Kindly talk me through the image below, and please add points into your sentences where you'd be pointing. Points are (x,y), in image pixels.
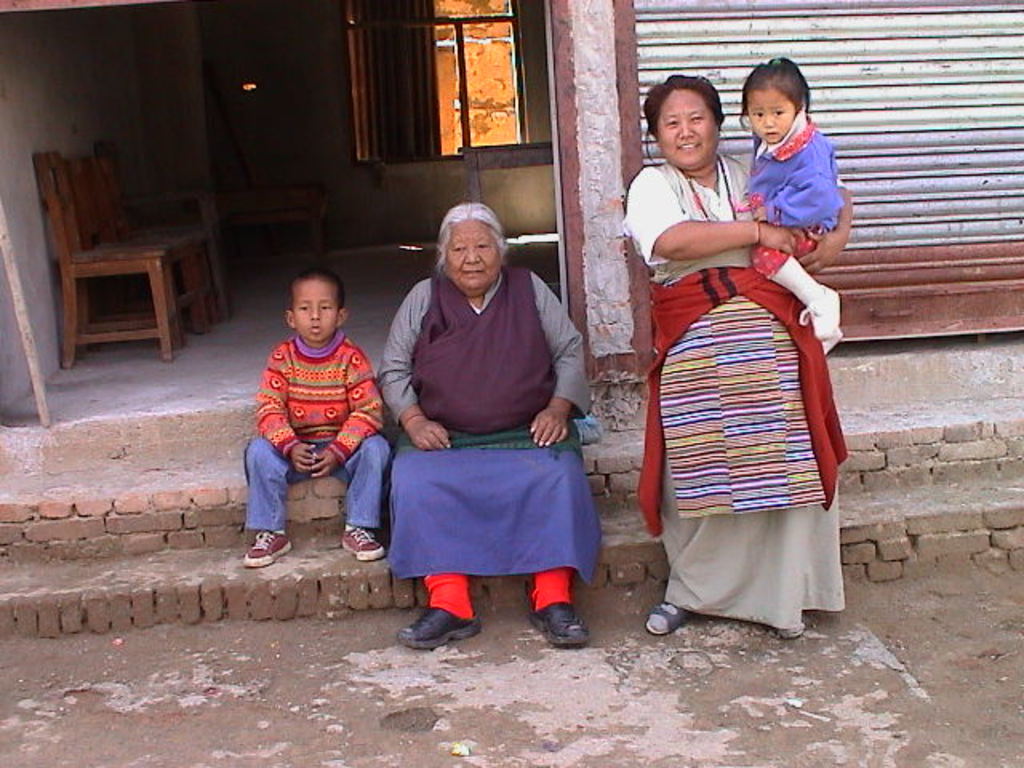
In the middle (507,484) an old woman (516,483) sitting on the steps (600,499). On the right (695,398) a woman (738,354) holding a baby (791,208). On the left (132,267) there are two chairs (160,271). In the middle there is a window (481,117) and wall (403,204). To the left (319,477) there is a boy (253,529) sitting on the steps (205,561).
